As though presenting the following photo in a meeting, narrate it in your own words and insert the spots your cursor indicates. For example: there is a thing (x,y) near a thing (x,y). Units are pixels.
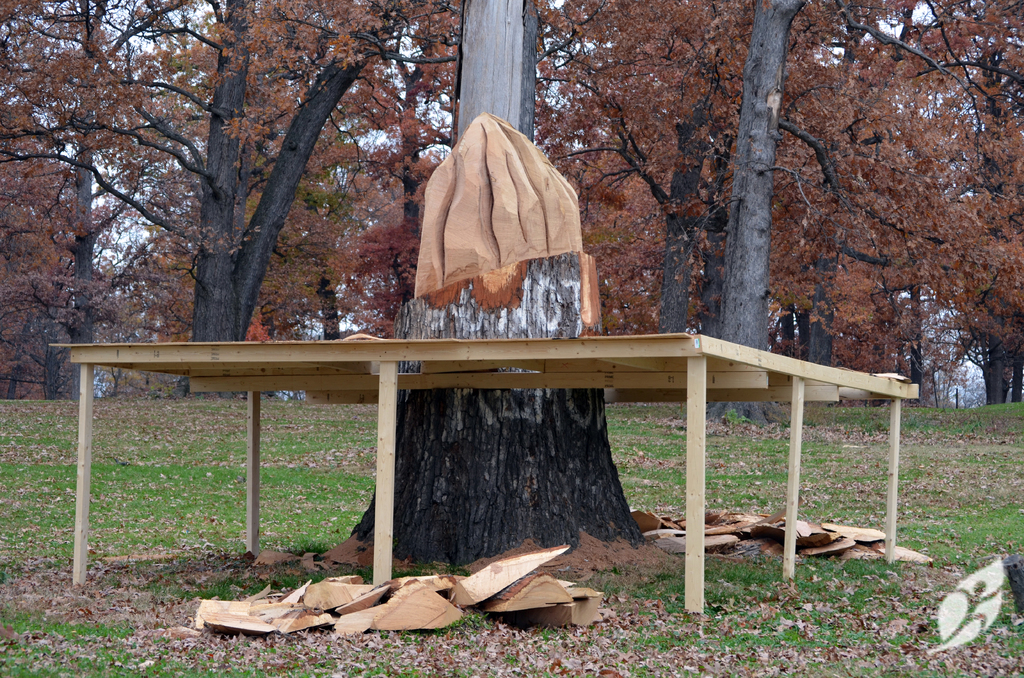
In the center of the image (450,227) we can see tree (465,221) and table (121,359). In the background (679,313) we can see trees (215,66) and sky (140,0). At the bottom of the image (869,610) we can see wood (725,539) and grass (975,441).
